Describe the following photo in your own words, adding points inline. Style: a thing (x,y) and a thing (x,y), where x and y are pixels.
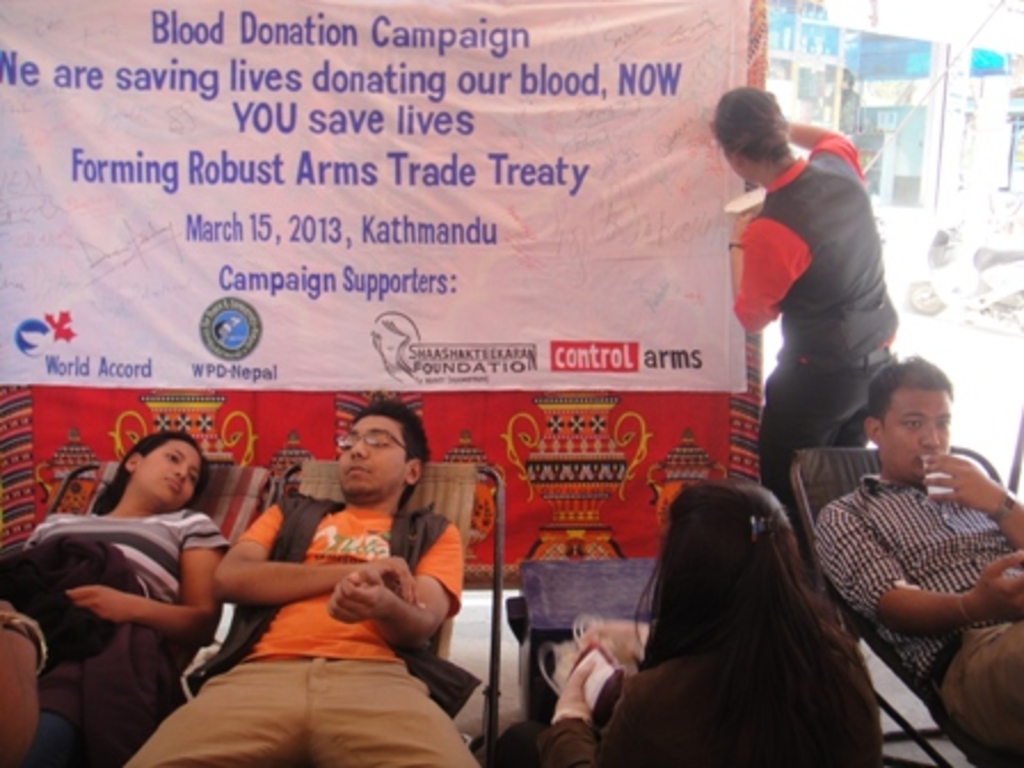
This is picture there is a blood donation campaign. To the left (98,642) there is a lady (173,527) sleeping on a chair (237,510). Beside her there is a man (280,608) with orange color t-shirt (306,627) and black jacket (254,608) sitting on the chair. To the bottom (780,692) there is a lady (688,705) holding a blood packet (607,654) in her hand (578,690). And to the right side (900,521) there is a man (924,522) black checks shirt (912,538) is sitting on the chair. And he is holding cup (937,492) in his hand (948,484) and drinking. In the background (843,230) there is a person (789,251) with red shirt (782,240) and black jacket (830,260) is standing and there is a banner (484,308).
